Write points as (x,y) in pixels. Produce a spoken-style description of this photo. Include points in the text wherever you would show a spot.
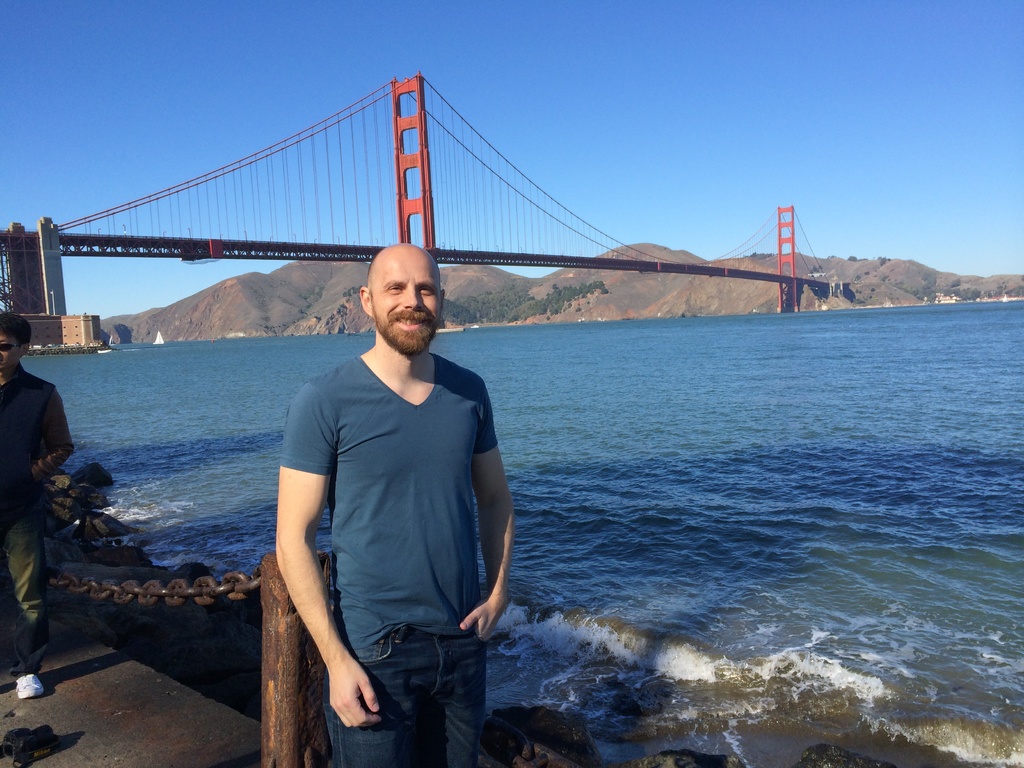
This is the man (333,642) standing and smiling. This looks like a river (587,393) with the water (840,365) flowing. I can see a wooden pole (270,597) with an iron chain (133,587). These are the rocks (107,552). Here is another person (29,617) standing. This looks like a building (70,343). These are the hills (349,271). I can see the trees (505,312). This is the golden gate bridge (224,248).
